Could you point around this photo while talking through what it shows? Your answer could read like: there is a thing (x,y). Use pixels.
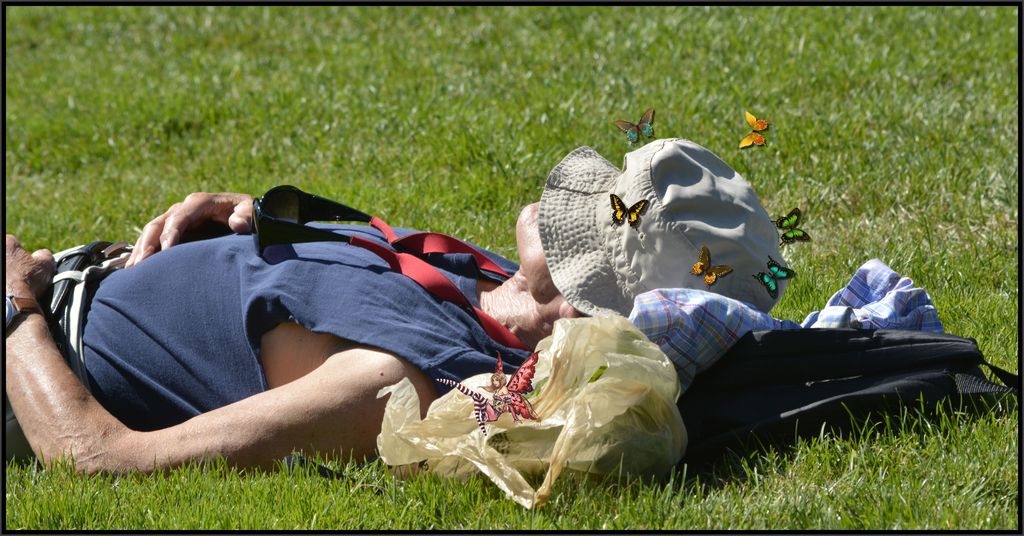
In this image we can see this person (237,437) wearing blue T-shirt (120,394), hat (601,170), glasses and watch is lying on the ground (321,462). Here we can see the butterflies (633,140), cover (661,445), shirt (683,365) and bag (830,363) are placed on the grass (893,230).
